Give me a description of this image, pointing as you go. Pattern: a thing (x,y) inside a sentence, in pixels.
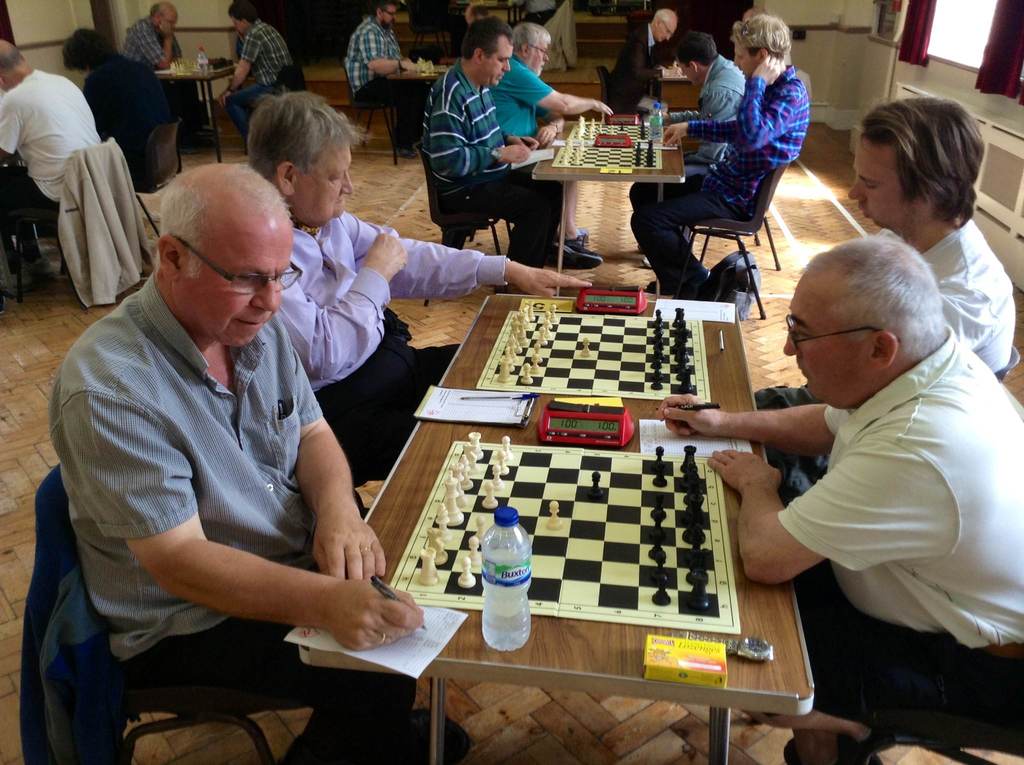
In the image there are old man (362,424) sitting on chair (751,235) on either side of table (657,499) playing chess (560,484), this looks like a chess competition.
